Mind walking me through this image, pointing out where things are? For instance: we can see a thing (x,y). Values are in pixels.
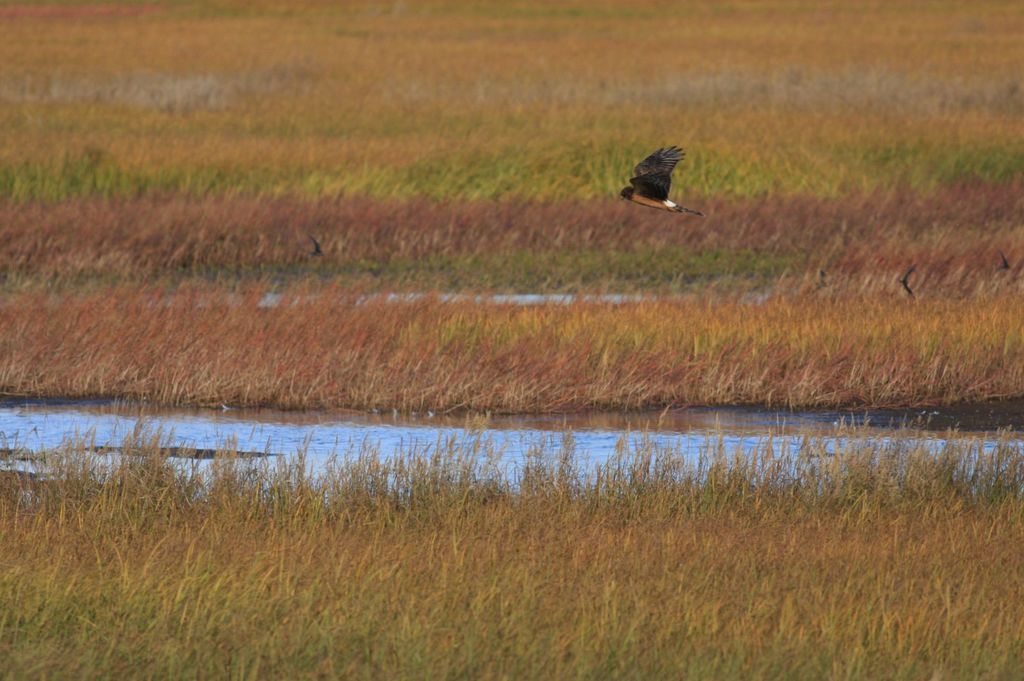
In this image there is a bird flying in the air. There is water (675,440). Background (155,283) there is grassland (368,252).
